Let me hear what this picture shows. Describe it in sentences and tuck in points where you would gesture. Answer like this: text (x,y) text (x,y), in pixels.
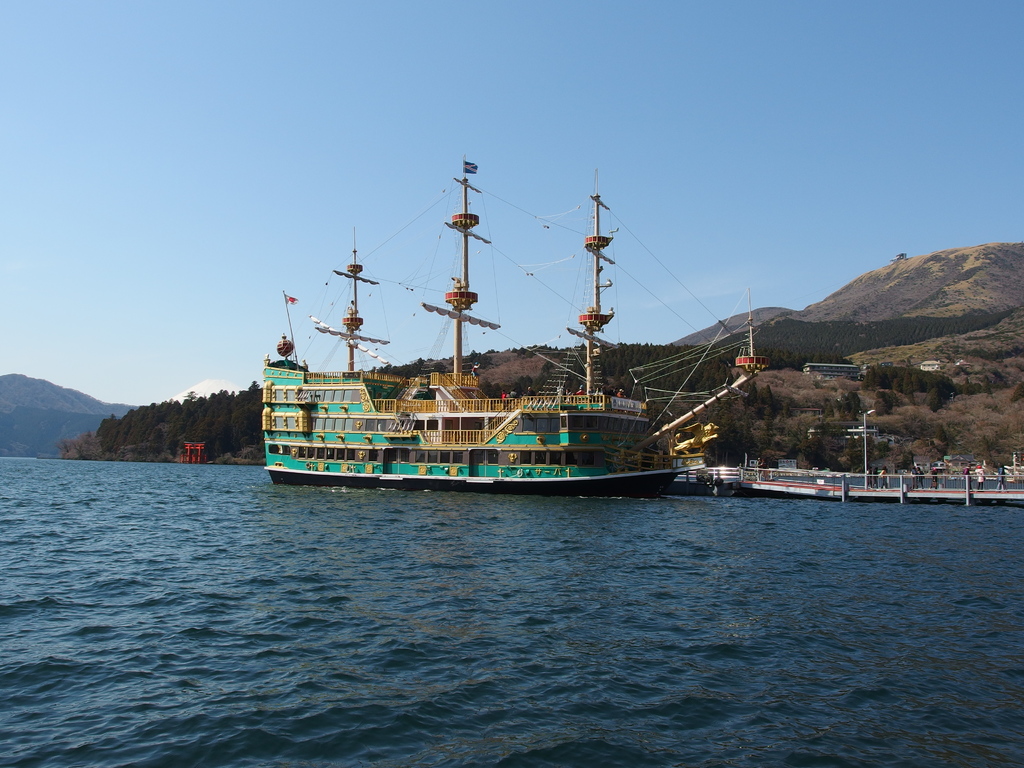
In the picture we can see water (449,634) which is blue in color and in it we can see a ship (427,406) with poles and wires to it and beside it we can see a pier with people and behind it we can see some hills (180,423) which are covered with trees (482,382) and some part is covered with grass surface (543,373) and in the background (427,302) we can see a sky (327,6).
